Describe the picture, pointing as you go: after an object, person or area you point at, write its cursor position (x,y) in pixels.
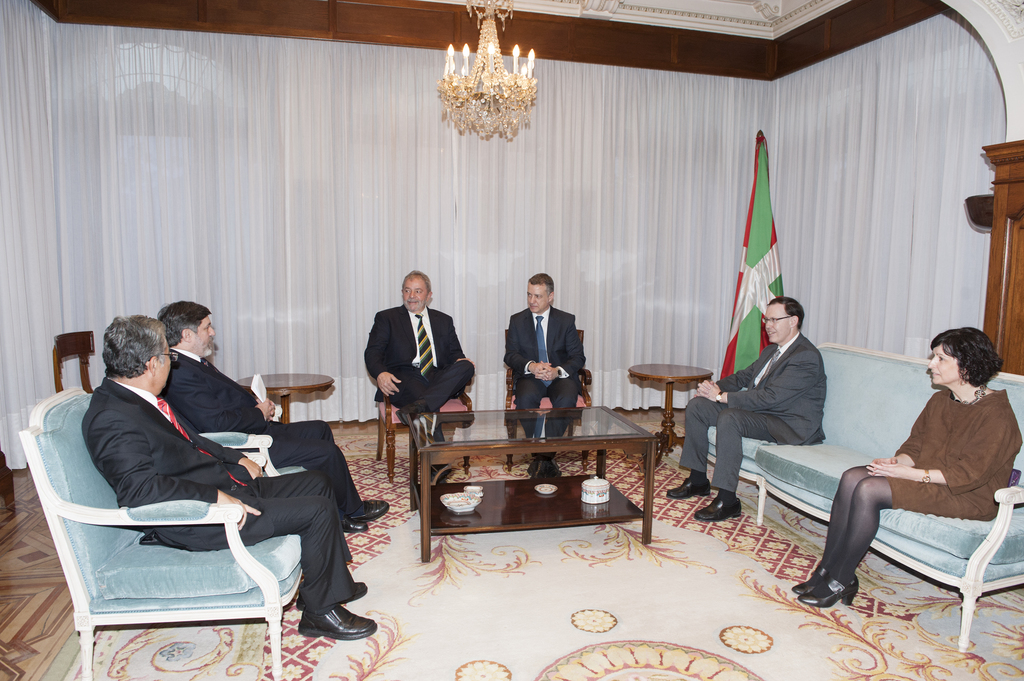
As we can see in the image there is a white color cloth (468,195), chandelier (496,106), flag (776,274), few people (1000,475) sitting on benches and chairs (208,513) and there is a table (514,487) over here.
